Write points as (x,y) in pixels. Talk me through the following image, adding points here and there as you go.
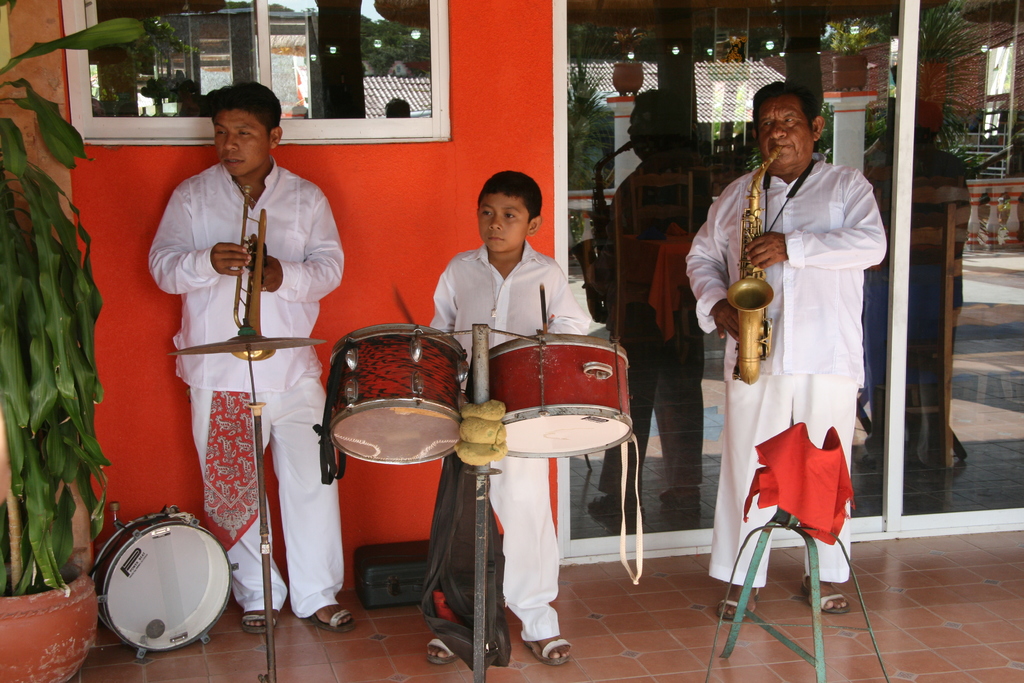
In this picture I can see 2 men (301,239) who are holding musical instruments (743,323) in their hands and I see a boy (525,261) in the center (509,314) who is holding sticks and is near to the drums (402,351). On the left side of this picture (9,331) I can see a plant (68,386). In the background (70,0) I can see the wall (56,28), windows (195,21) and the glass doors (931,41) and I see that these 3 of them are wearing white color dresses (317,207).
